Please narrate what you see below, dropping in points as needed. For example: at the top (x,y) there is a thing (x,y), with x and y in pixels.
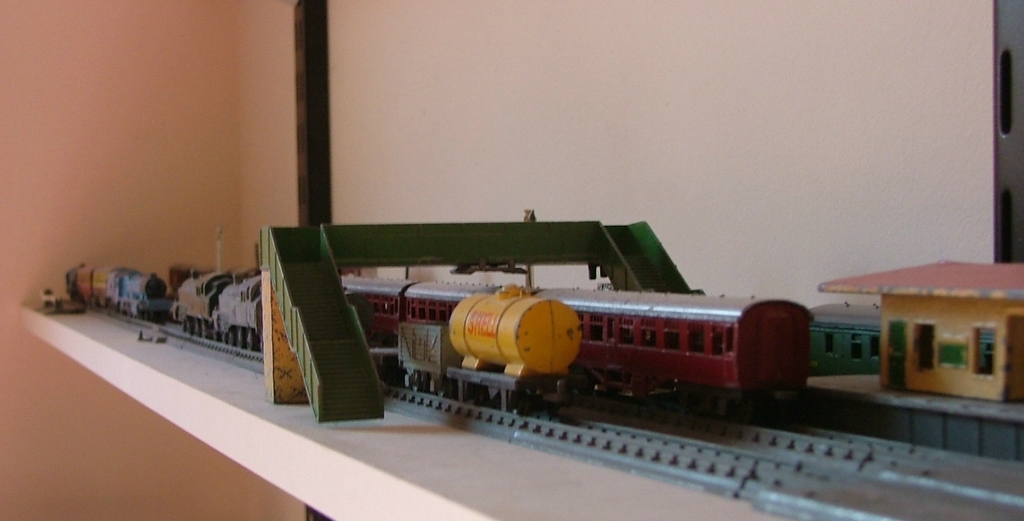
In this image there is a shelf (319,446) on that shelf (198,358) there is a model (85,266) of a train tracks (760,491) and trains (638,381) and a bridge (343,303).
